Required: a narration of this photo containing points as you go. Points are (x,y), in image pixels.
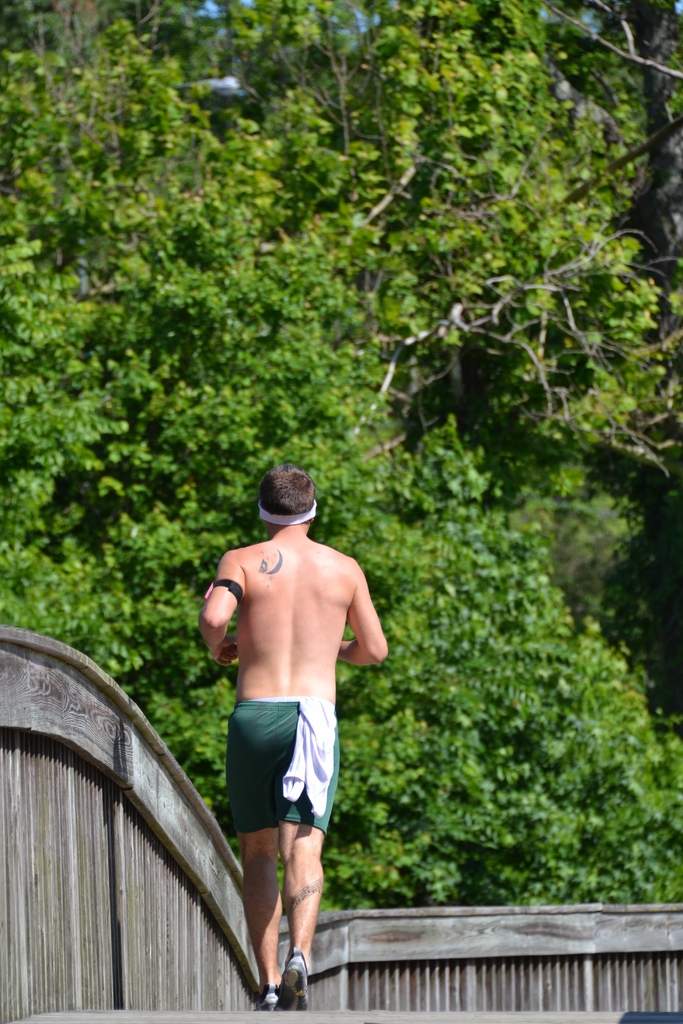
Here I can see a man (284,817) is running on a wooden plank (142,968). In the background (203,353) there are some trees (362,157).
